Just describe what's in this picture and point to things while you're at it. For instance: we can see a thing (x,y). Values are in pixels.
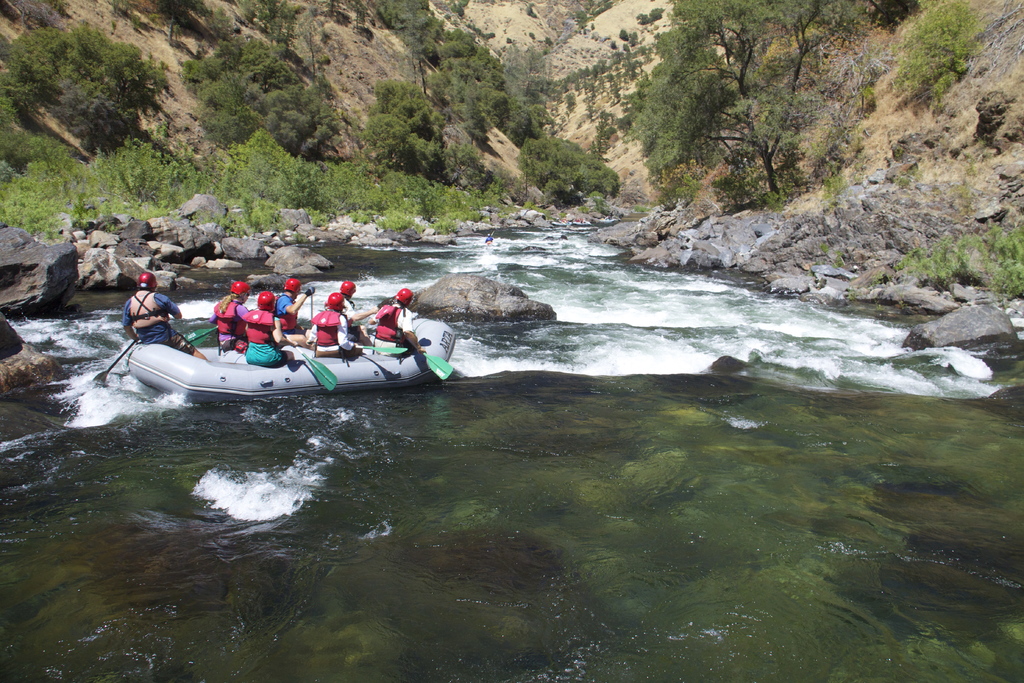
In this picture we can see trees (463,110), plants (104,175), rocks (860,220) and water (389,501). We can see people (164,328) wearing helmets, life jackets (387,328) and holding paddles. They all are sailing on an inflatable boat (440,338). In the background (903,72) we can see the hills (77,9) and the thicket (565,199).
